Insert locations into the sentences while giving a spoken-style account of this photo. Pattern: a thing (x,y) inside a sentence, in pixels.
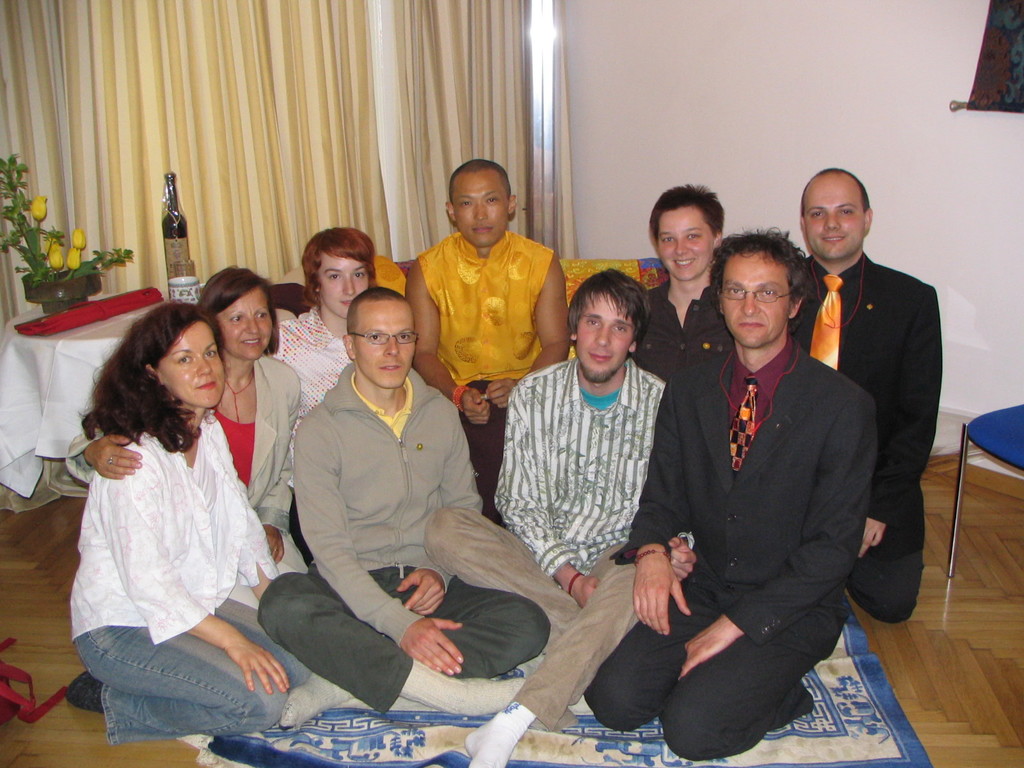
In this picture we can see some few people (508,604) sitting, among them one person (463,362) sitting on a couch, side we can see potted plant (73,273) on the table (81,362) and we can see curtain (367,193).
